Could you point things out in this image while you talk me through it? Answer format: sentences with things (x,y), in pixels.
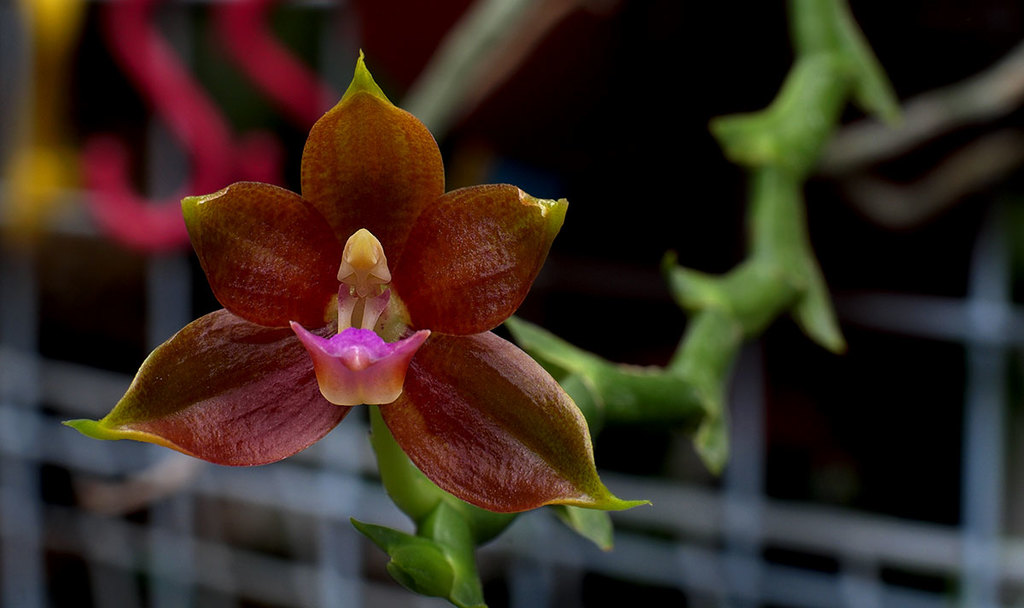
There is a flower (427,390) to the stem (562,353) of a plant (513,343) as we can see in the middle of this image (447,378).
